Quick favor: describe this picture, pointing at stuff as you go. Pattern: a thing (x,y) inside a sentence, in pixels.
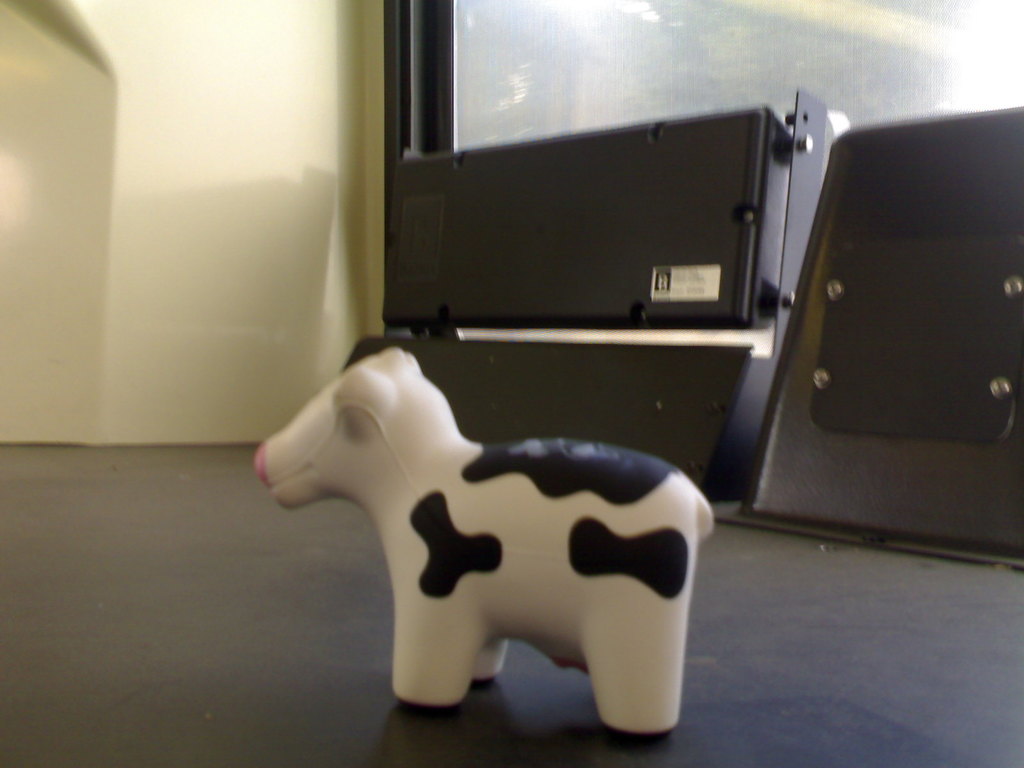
In this picture we can see a toy (581,589) on the floor (783,621) and in the background (244,233) we can see a wall (246,192) and some objects (678,196).
